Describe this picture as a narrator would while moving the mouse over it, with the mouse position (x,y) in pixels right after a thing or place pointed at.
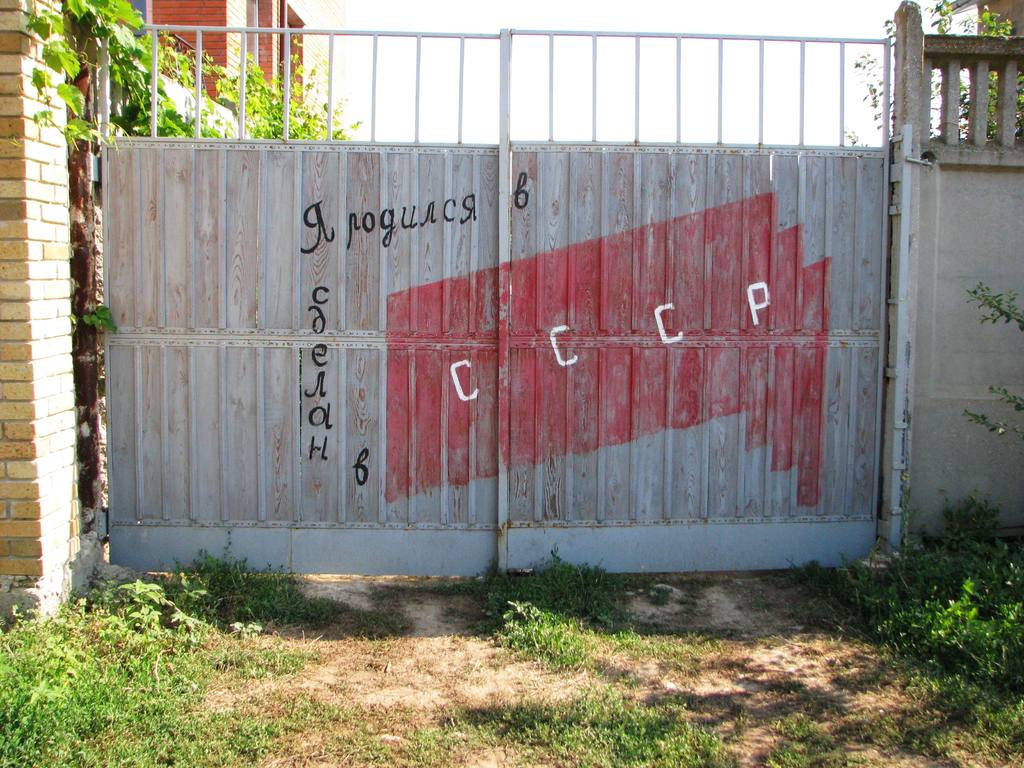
In this image at the bottom (132,671) we can see grass (132,671) and plants (72,665) on the ground (546,675). We can see metal gate (396,35) and there are texts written on the gate (388,274). On the left side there are plants (25,653) and a building (4,293). In the background (861,69) we can see the sky (792,104) and on the right side (969,45) there are plants (934,635) and wall (979,206).
